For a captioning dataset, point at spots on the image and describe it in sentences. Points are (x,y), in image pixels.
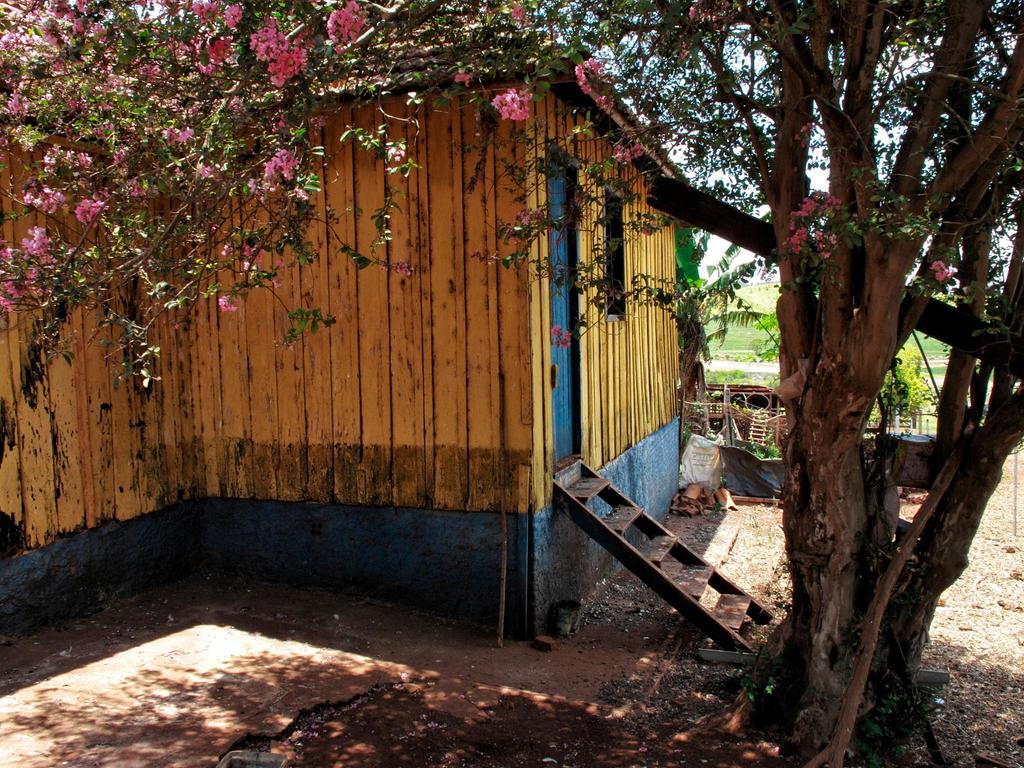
On the left side (301,368) there is a building (489,361) with door (561,321), window (614,251) and steps (657,527). Near to that there is a tree (973,436). In the back (736,293) there are plants (888,393). Also there are many items (730,409).
